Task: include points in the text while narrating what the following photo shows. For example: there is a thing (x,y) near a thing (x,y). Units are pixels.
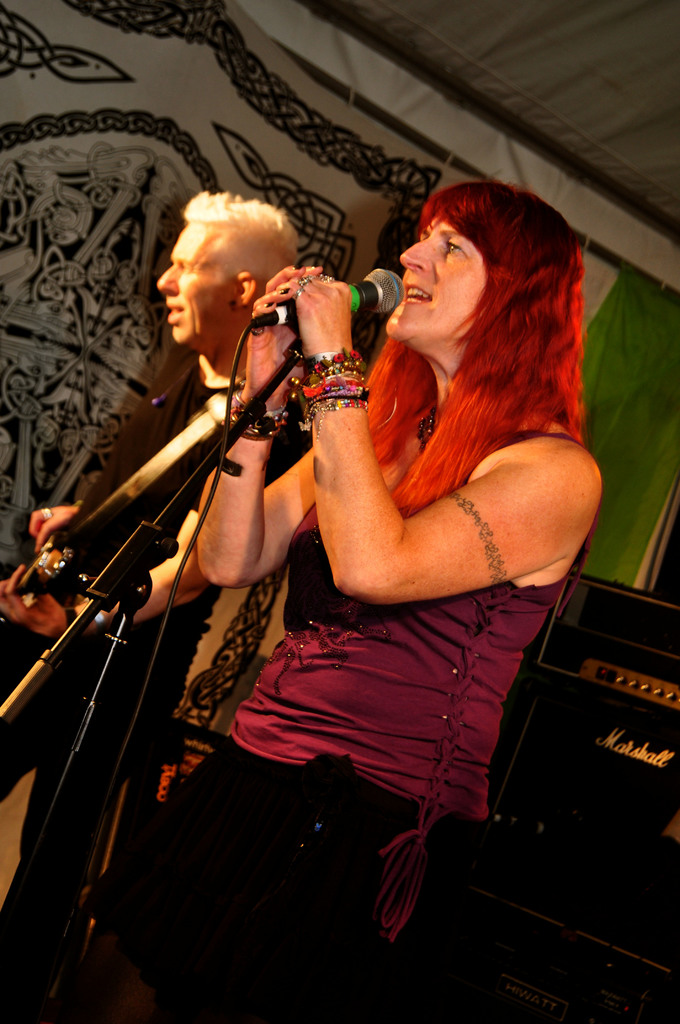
In this image I can see there is a woman (397,476) and a man (9,603) standing. The woman (390,542) is singing and there is a man (111,528) next to her playing a guitar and there is a curtain (163,90) at left side (110,147).
